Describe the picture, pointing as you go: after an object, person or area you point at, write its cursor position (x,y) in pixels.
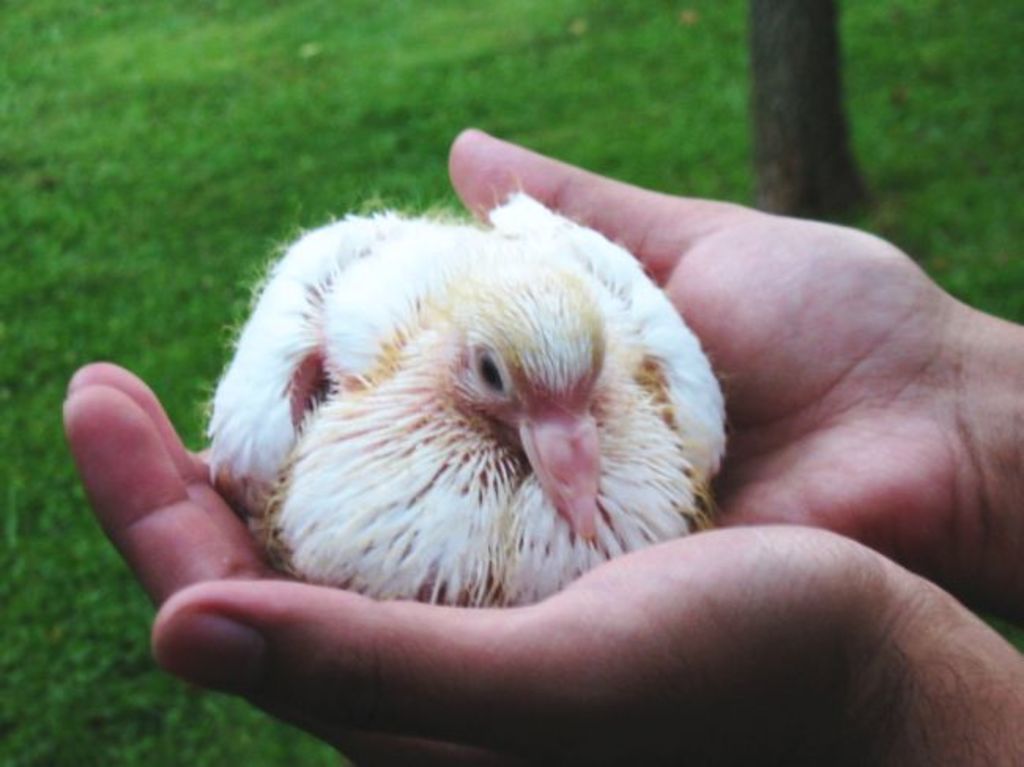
In this picture we can see a person's hands (910,577), we can see a bird (580,429) in these hands (757,470), at the bottom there is grass (190,178).
